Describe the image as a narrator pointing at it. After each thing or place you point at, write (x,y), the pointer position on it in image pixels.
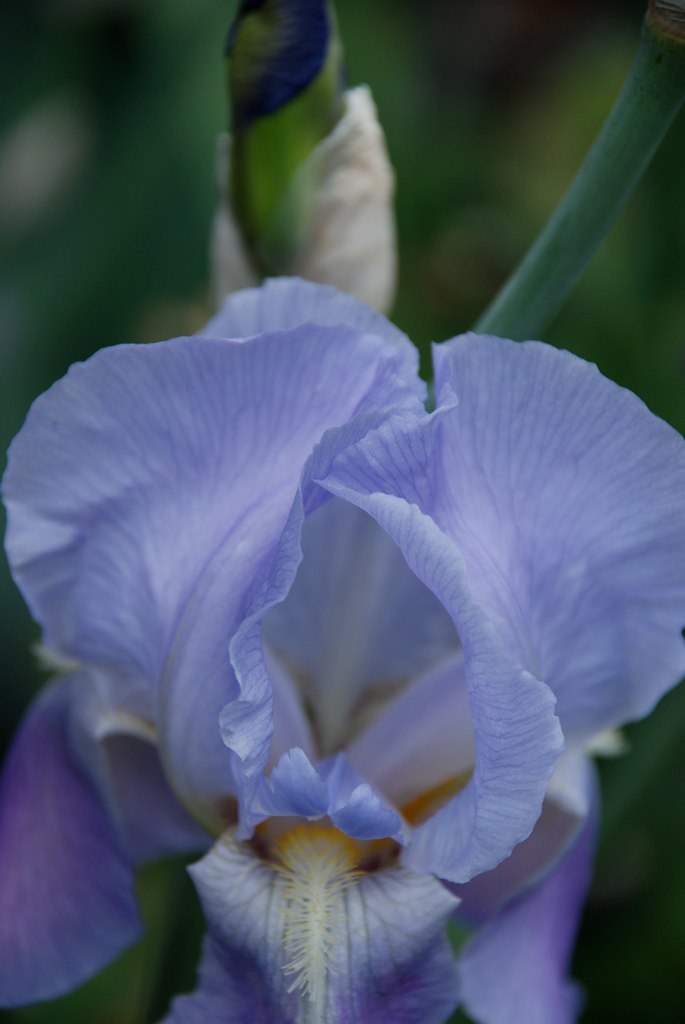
In this image I can see a flower (327,757) which is purple, yellow and white in color. I can see the blurry background (503,155) which is green in color.
